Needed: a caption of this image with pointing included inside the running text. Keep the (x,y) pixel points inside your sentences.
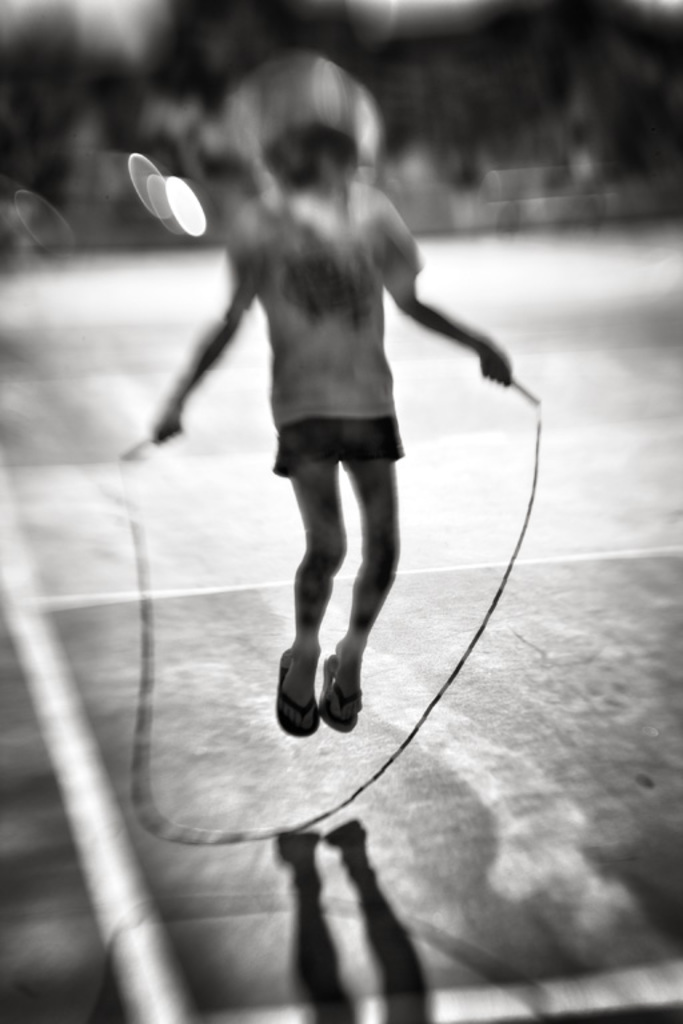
This is a black and white image. In the center of the image (291,442) we can see person (373,385) skipping rope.
